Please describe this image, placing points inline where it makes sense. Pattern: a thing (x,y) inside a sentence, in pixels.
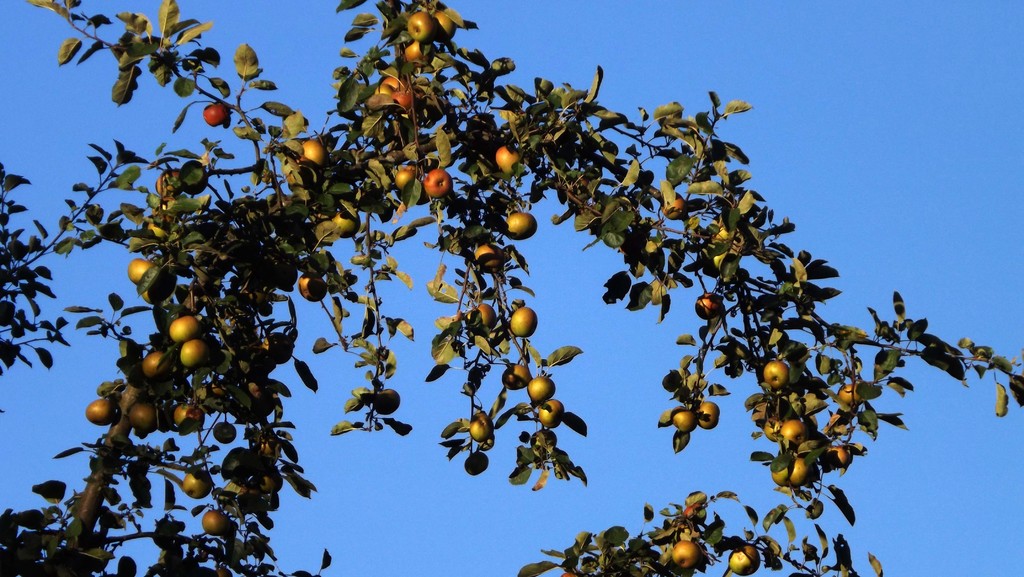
In this image we can see there is a tree (457,138). On the tree (464,152) there are some fruits (420,55). In the background (252,9) there is a sky (672,51).
